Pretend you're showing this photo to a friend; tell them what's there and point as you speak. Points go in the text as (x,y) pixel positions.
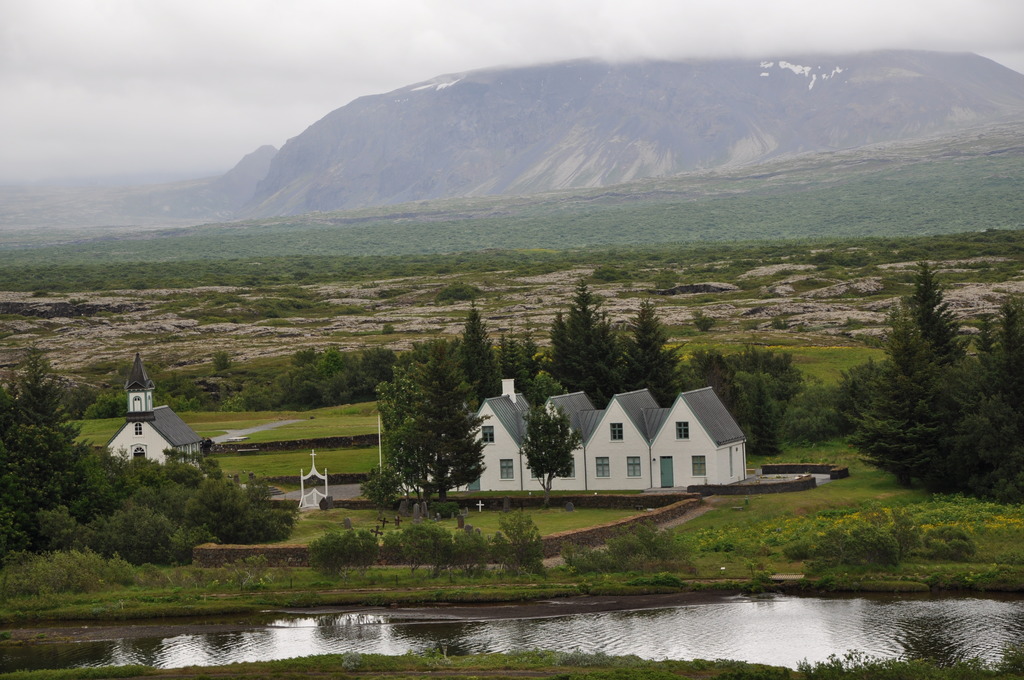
In this picture I can see the water (789,648) in front (653,637) and In the middle of this picture (420,439) I can see few buildings (483,433), number of trees (469,438) and plants (997,250) and I can also see the grass (274,439) and I see few tombstones (423,507). In the background (258,164) I can see the mountains (348,105) and the sky (694,57).
